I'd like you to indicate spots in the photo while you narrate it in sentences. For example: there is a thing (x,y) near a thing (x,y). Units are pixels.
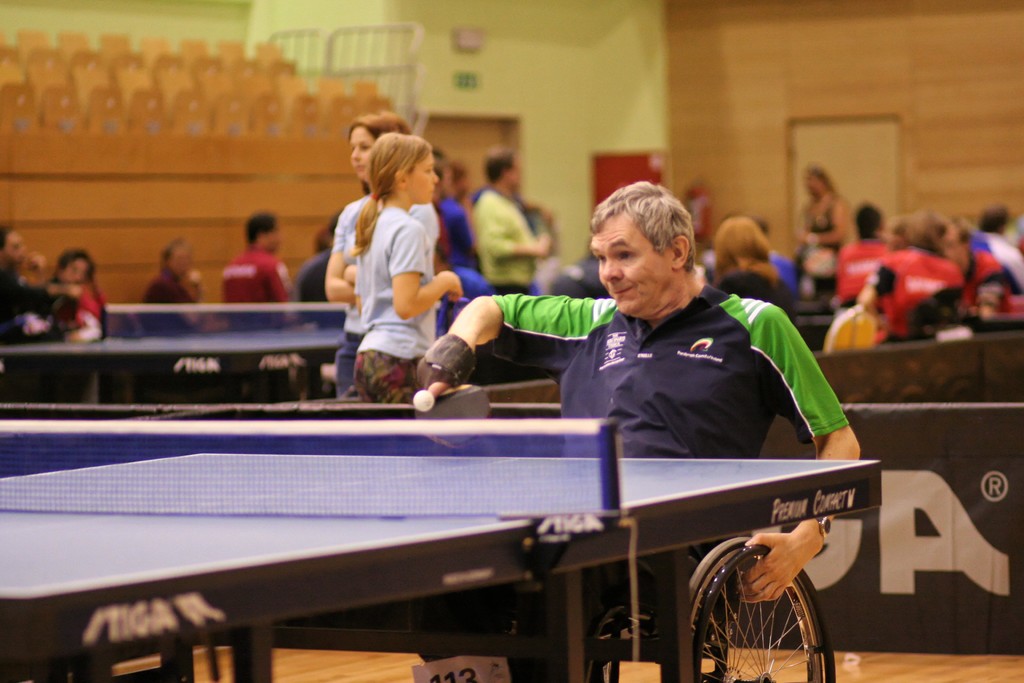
A man (585,321) who is sitting on the wheelchair (722,561) is playing table tennis with his hand (426,382). In the background (311,312) we find a similar table tennis table (338,310) and people (391,189) around it. This guy (607,248) is holding the wheel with one hand (755,538) and playing with the other hand (442,371).
